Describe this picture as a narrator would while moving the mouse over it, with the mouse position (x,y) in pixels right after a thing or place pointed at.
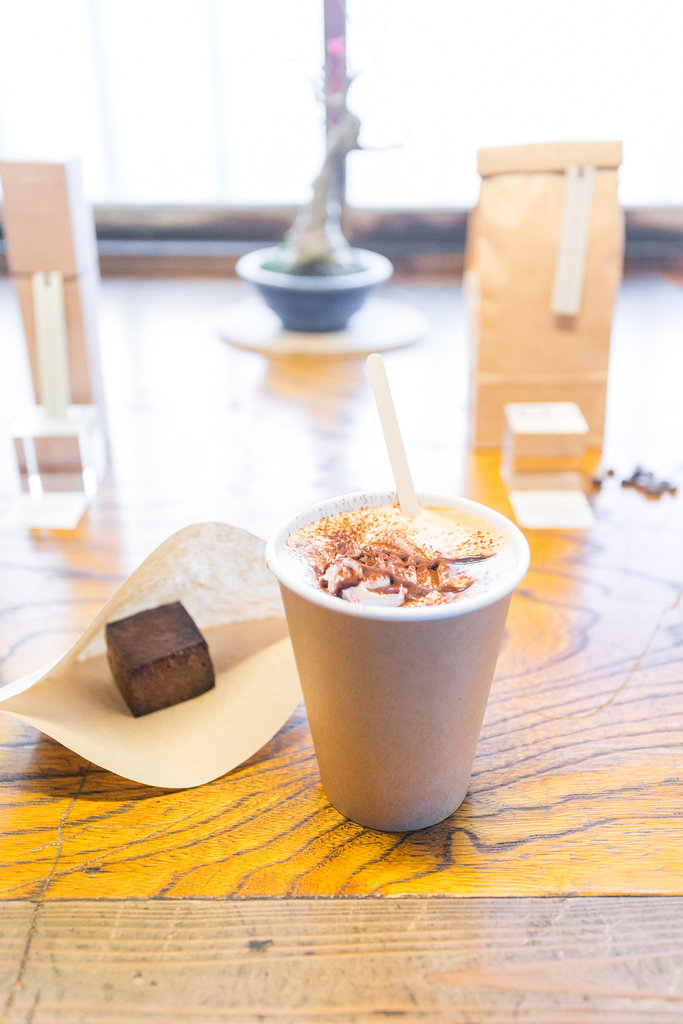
In the image there is a glass (366,652) with some drink (325,554) and there is a cube (152,616) kept beside the glass (465,689), in the background (18,249) there are some objects (393,311), all the things (353,764) are kept on a table (30,984).
